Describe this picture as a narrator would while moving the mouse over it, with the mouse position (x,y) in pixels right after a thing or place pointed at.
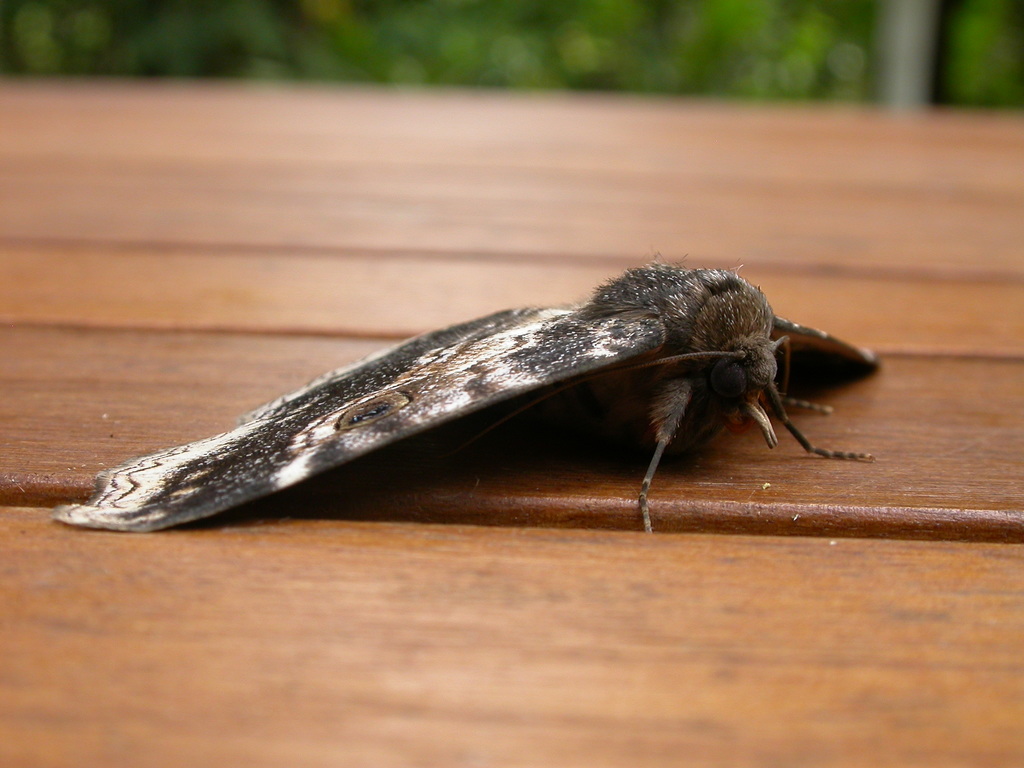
In this image we can see one insect (227,503) on the wooden table (863,237), one white object (921,84) looks like a pole (907,73) and some trees (425,53) on the ground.
